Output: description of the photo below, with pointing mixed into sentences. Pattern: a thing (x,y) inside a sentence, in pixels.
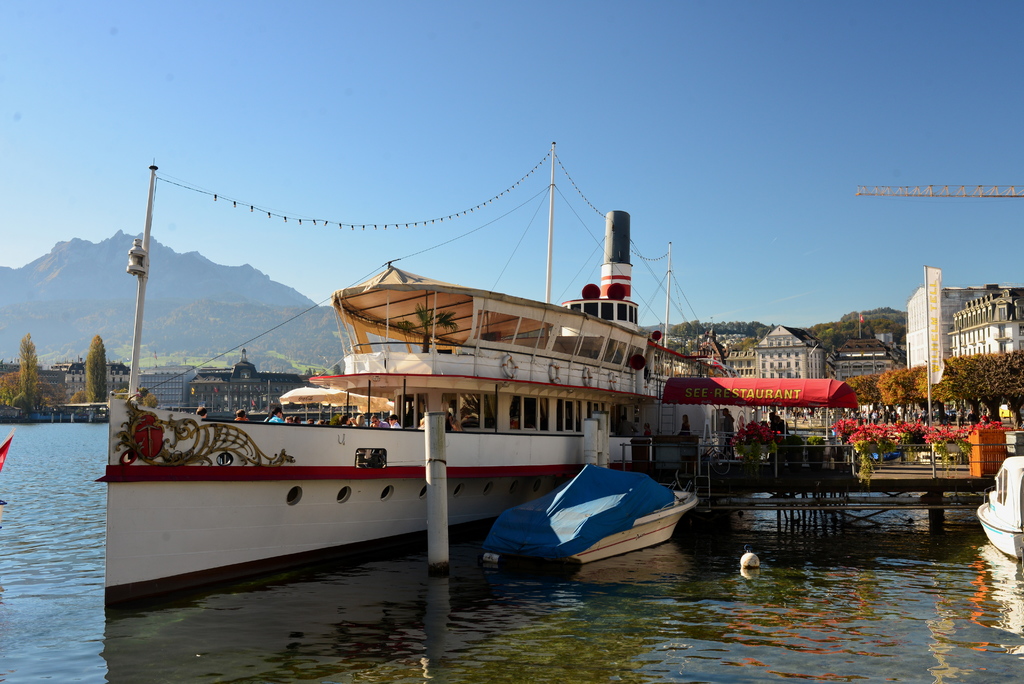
In the foreground (385,436), I can see boats (1021,478) and a ship (275,530) in the water (729,516). In the background (761,458), I can see trees (26,356), buildings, houseplants (951,442), restaurants (823,383), poles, mountains (318,360) and the sky (625,185). This picture might be taken in a day.
